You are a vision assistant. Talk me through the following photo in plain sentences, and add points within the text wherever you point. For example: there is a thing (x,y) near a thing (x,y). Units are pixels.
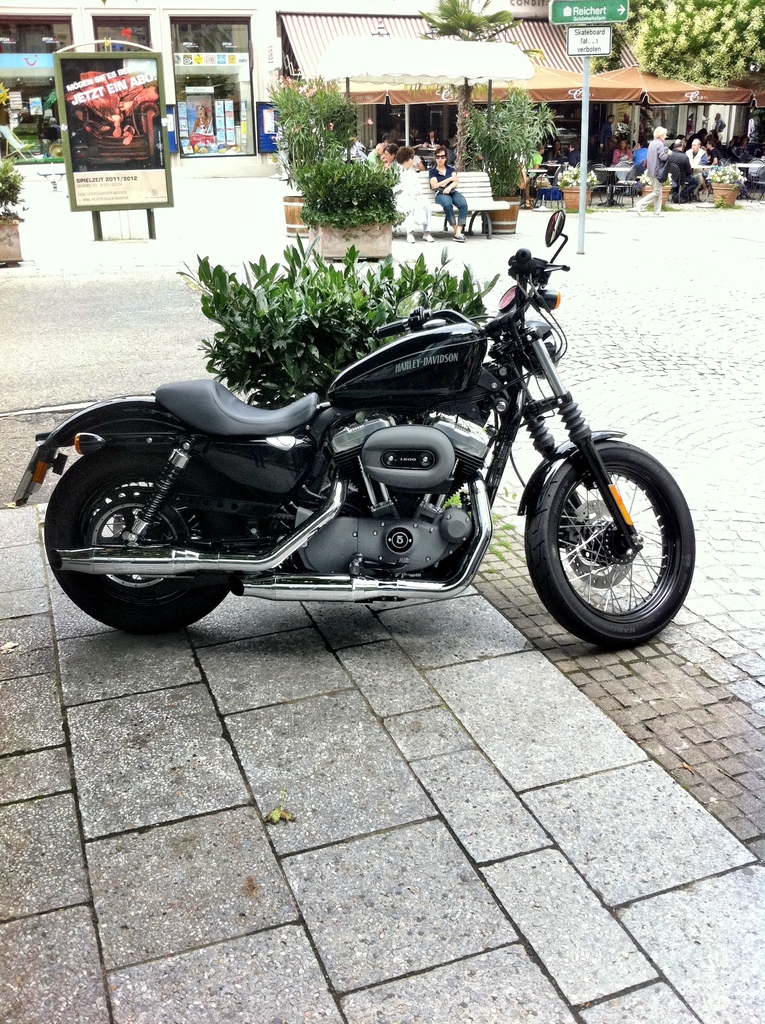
To the bottom of the image (421,818) there is a floor (452,667). In the middle of the floor (384,663) there is a black bike (438,464). Behind the bike (318,522) there is a plant (365,309). Behind the plant (366,295) there is a poster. And to the right side of the image (639,134) there is a store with roof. In front of the store (547,60) there are tents (531,62). Under the tents (651,87) there are few people (679,169) sitting under it. And also there is a pole (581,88) with sign board (601,7). To the top right corner of the image (703,38) there is a tree (701,28). Behind the poster (134,81) to the left side (118,27) there is a building (54,72) with store (49,56) and glass doors (101,46) to it.
